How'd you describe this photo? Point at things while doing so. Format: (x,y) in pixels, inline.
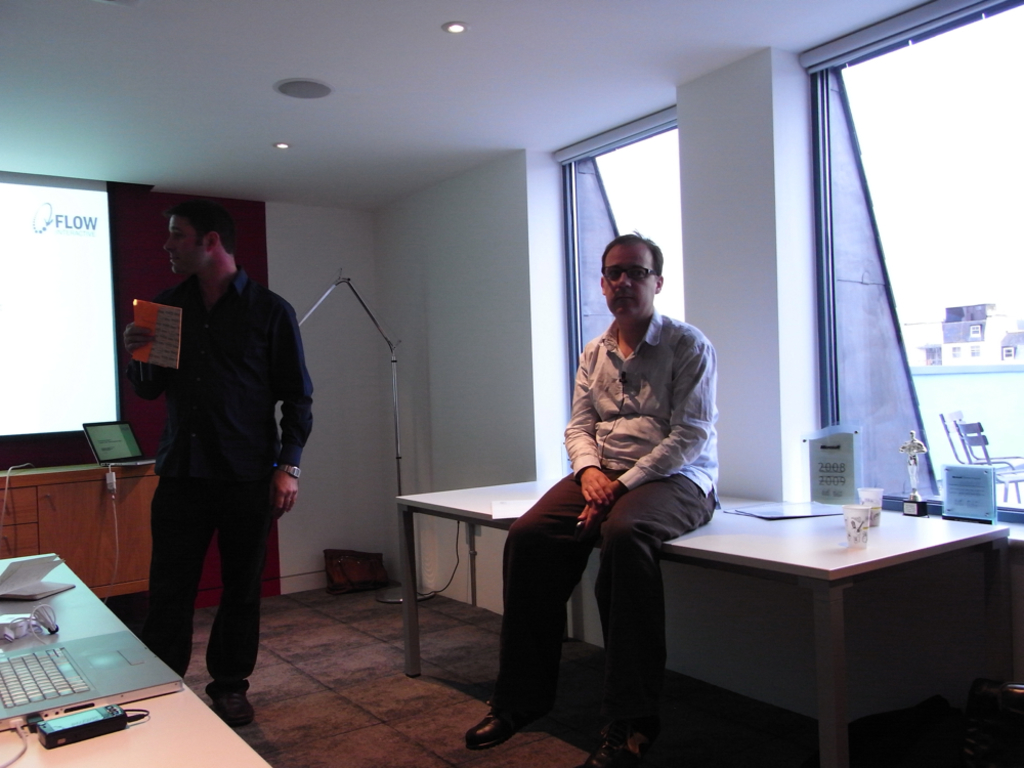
In the image we can see there is a man (646,538) who is sitting on table (884,532) and another man (212,517) is standing and holding book (146,323) in his hand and on the other table (7,561) there is laptop (78,669) and papers (11,573).
